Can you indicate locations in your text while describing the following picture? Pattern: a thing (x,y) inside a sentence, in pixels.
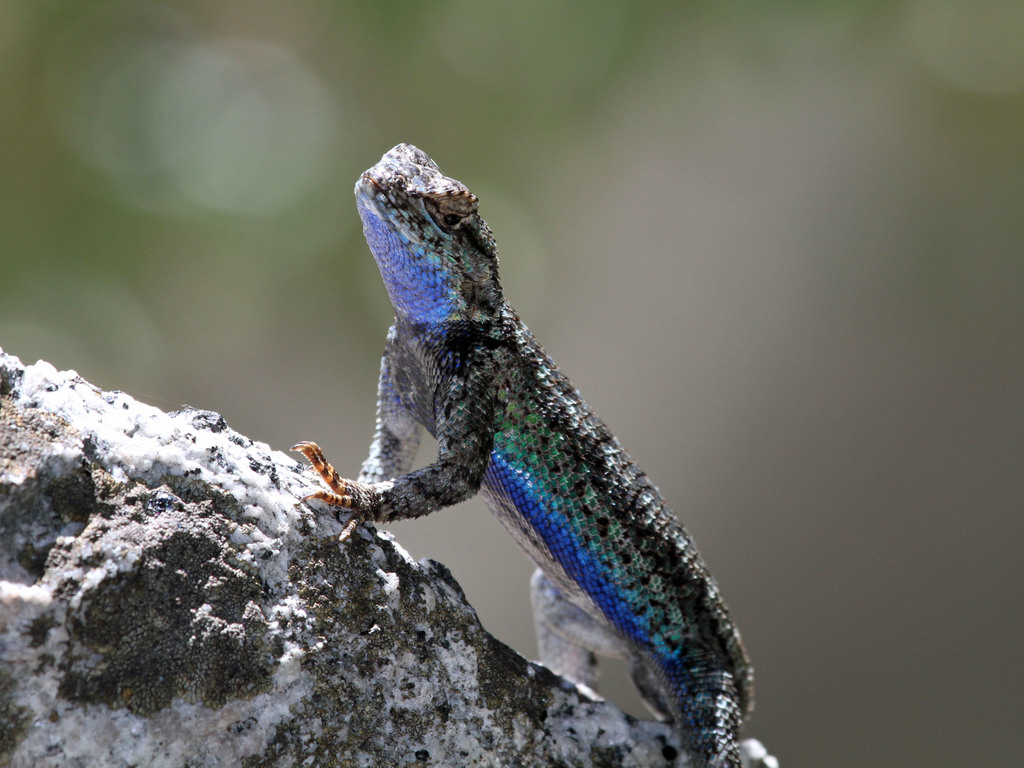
In this image we can see a lizard (449,391) on a stone (111,684). In the background (604,359) the image is blur.
